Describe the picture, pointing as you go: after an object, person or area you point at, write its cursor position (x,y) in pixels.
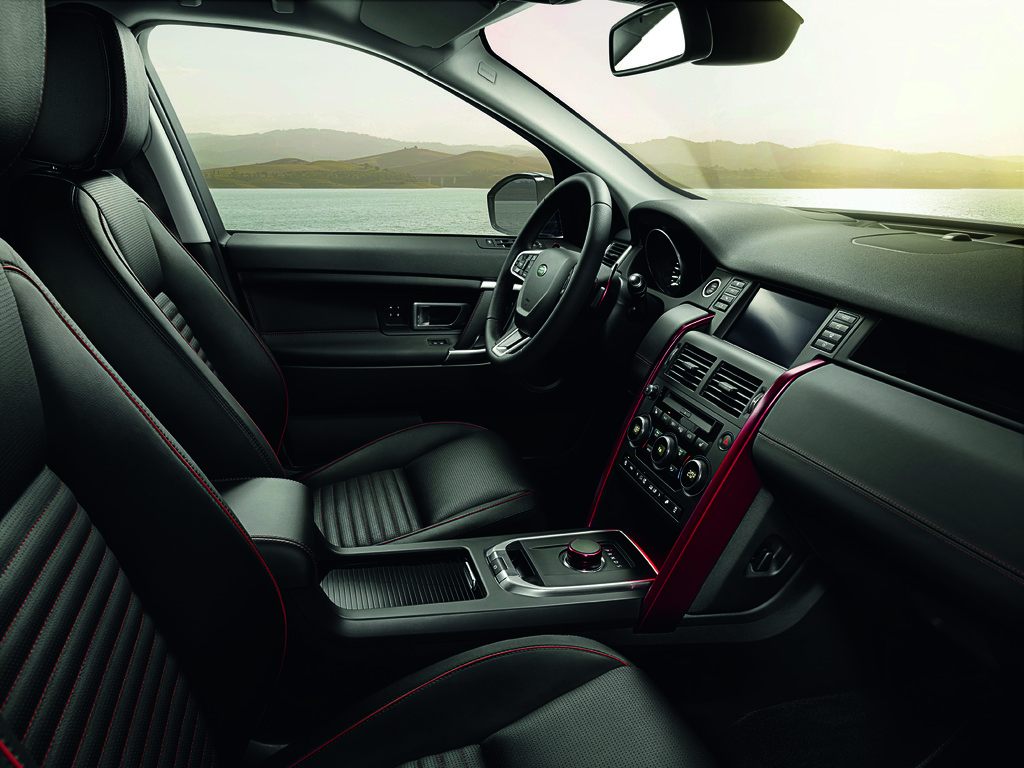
In this image there is an interior view of the car (474,425) and steering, outside the car (420,335) there are few mountains (356,154), water (250,198) and the sky (595,108).
